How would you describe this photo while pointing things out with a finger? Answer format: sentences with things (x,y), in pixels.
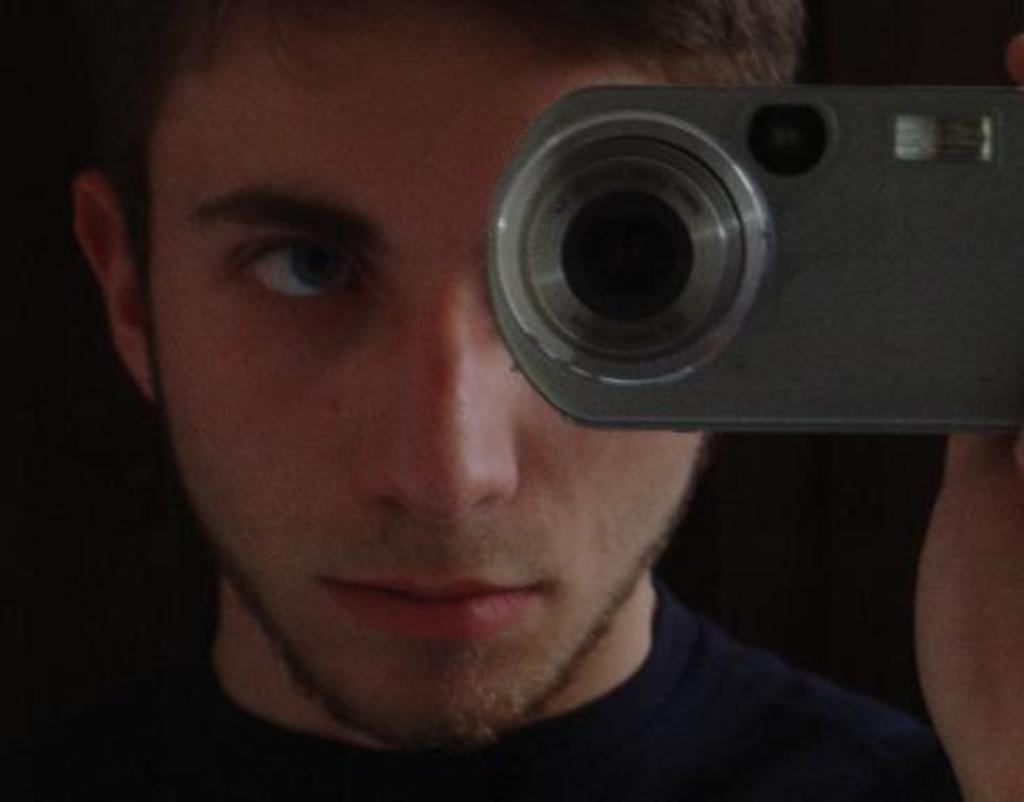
In the picture we can find a man (441,130) is holding a camera (783,417). it contains lens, light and flash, the man (310,89) is wearing a blue T-shirt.
